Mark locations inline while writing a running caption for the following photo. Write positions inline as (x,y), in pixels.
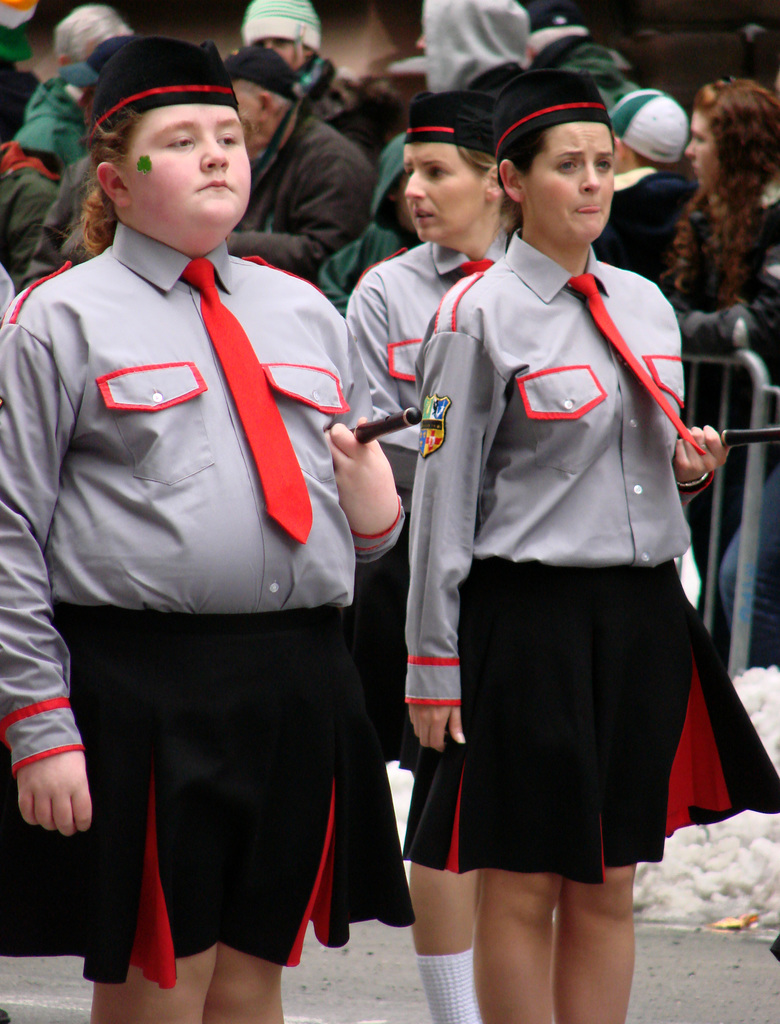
In this image there are three persons (455,347) standing, and in the background (353,111) there are group of people (508,56) standing, and there is a barrier (748,539).
